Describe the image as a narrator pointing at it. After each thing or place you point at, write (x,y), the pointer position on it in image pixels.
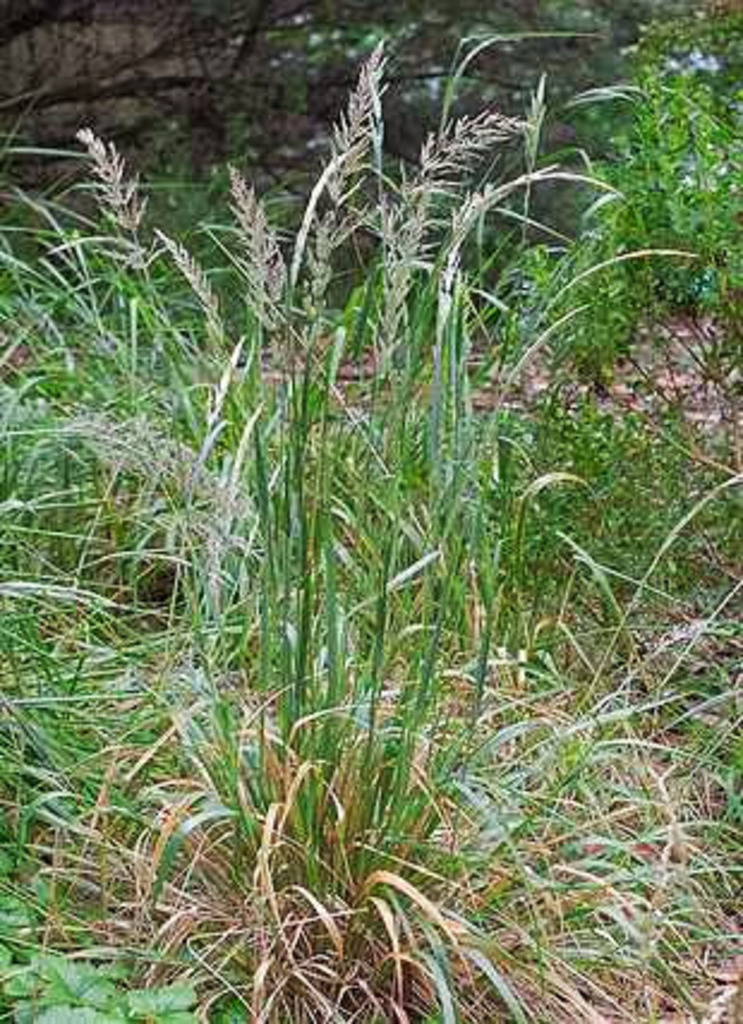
In this picture there are grass plants (370,612).
